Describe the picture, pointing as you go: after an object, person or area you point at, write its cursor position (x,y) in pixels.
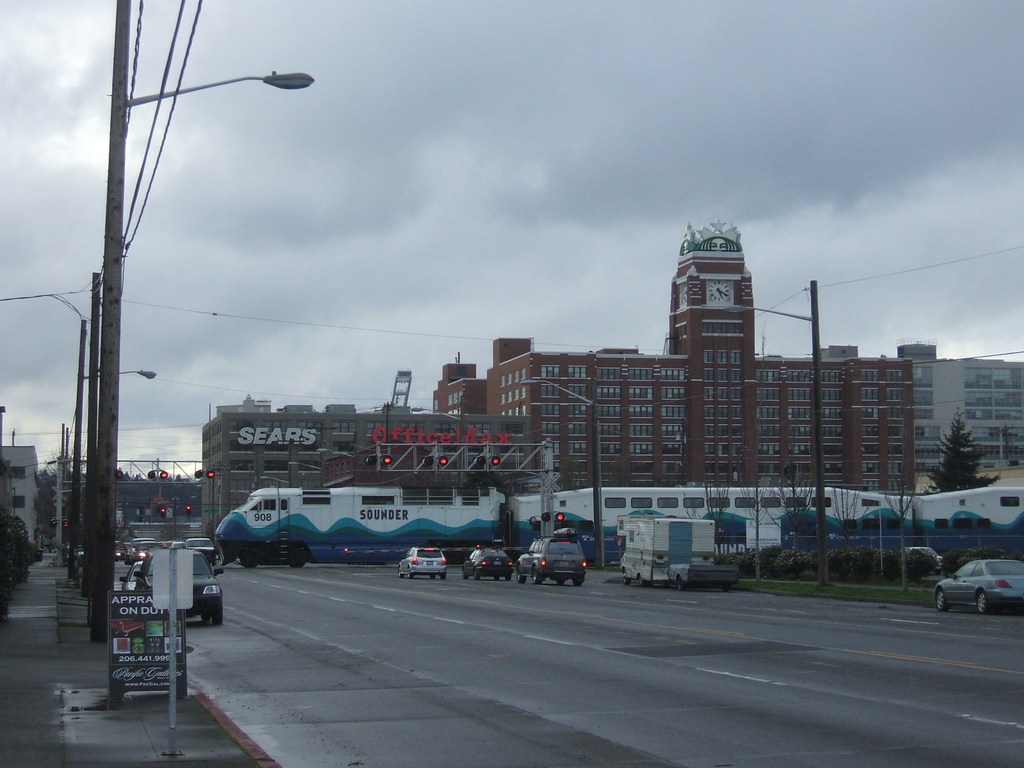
In this image there is a road (492,654) in the middle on which there are vehicles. In the middle (397,507) there is a train (317,529) on the road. In the background (708,361) there are tall buildings (752,394) one beside the other. On the left side (106,533) there are electric poles (79,533) on the footpath (79,586). To the poles (78,524) there are lights (284,85) and wires (176,80). In the middle (492,452) we can see there are signal lights (445,455) on the road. At the top (428,185) there is the sky (451,243). On the right side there is a fence (808,544). Beside the fence (797,547) there are plants (766,571).
